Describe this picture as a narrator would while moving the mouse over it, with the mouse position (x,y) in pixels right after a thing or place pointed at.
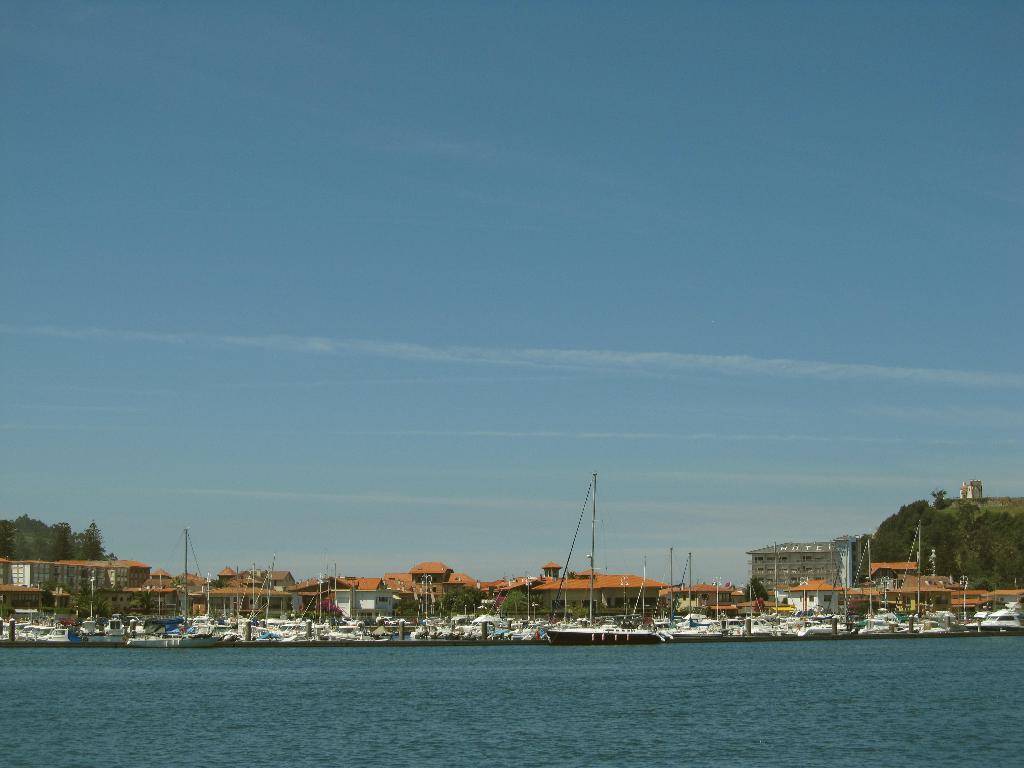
In this picture we can see the buildings (305,586), trees (963,568), roofs (924,584) and boats (776,633) are present on the water (118,716). On the right side of the image (1001,513) we can see the hill (980,544) and the house (980,484). At the bottom of the image (584,693) we can see the water (488,751). At the top of the image (569,220) we can see the clouds (525,434) are present in the sky (610,286).
